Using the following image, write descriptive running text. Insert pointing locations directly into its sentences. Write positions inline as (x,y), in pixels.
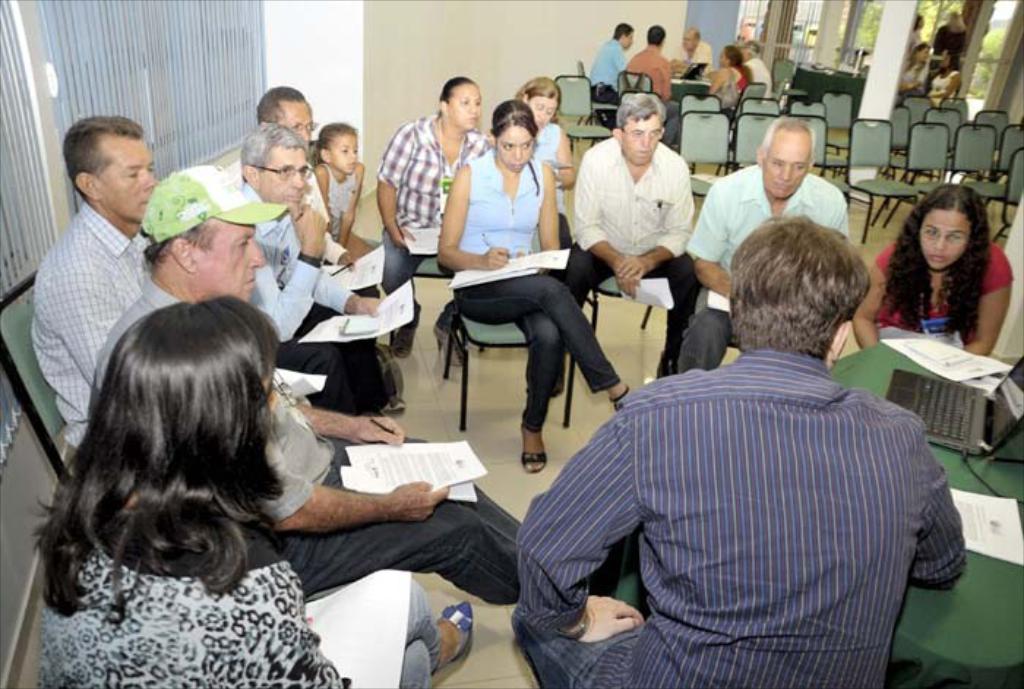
In this image, there are a few people (618,275). Among them, some people (396,392) are holding objects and sitting. We can also see a table (1007,632) covered with a cloth (1017,623) and some objects (948,356) like a laptop (942,410) and some posters (954,374) are on it. We can see the ground (449,403) and the wall (329,28). We can also see the window blind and a pillar (899,38).
